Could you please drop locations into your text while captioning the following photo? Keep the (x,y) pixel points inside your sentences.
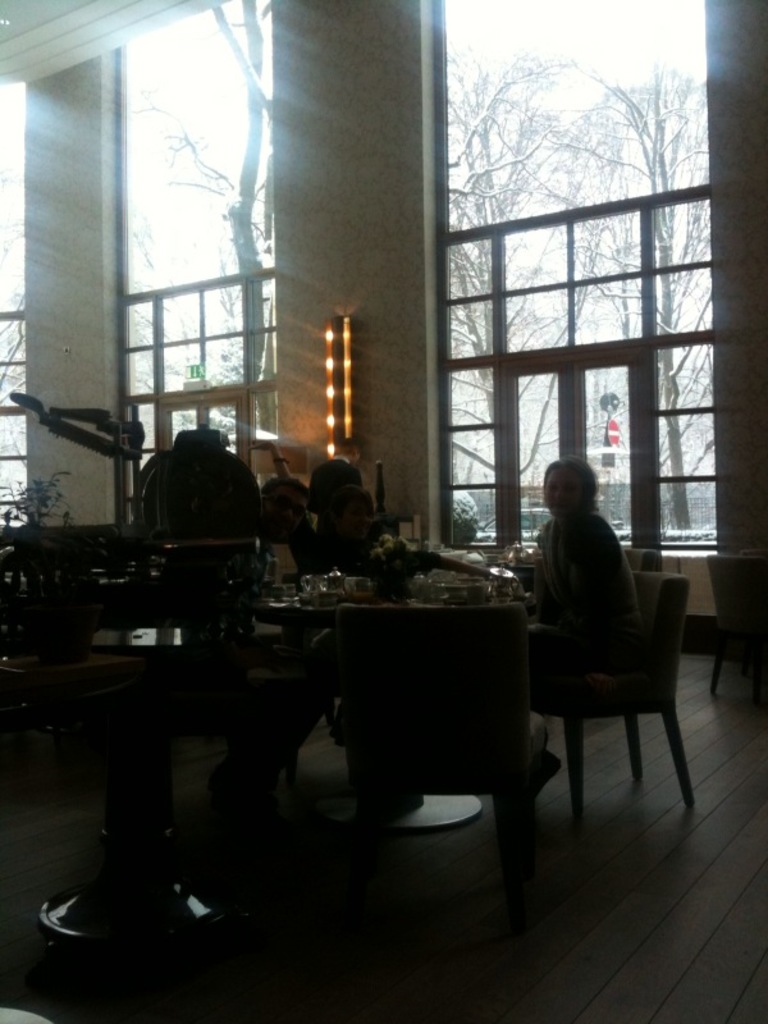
In this image we can see three people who are sitting on a chair (576,767) and these people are smiling. In the background (510,313) we can see a glass window (571,280) and trees (579,128).
